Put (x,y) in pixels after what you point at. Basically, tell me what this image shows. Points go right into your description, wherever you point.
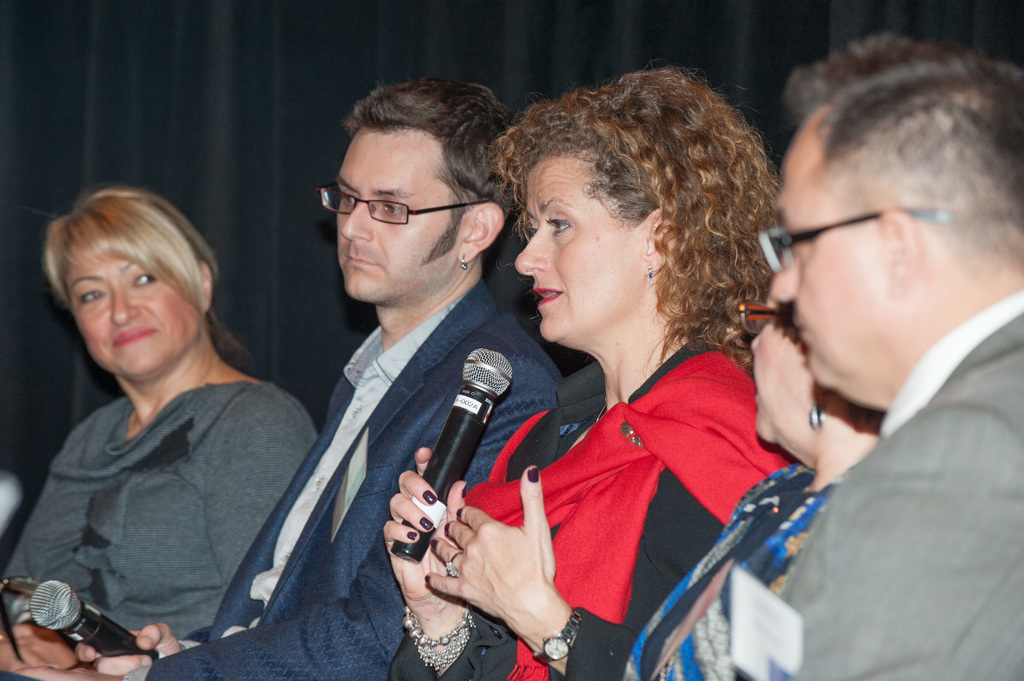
There are five persons (102,288) in different color dresses (934,475), sitting. One of them is holding a mic (487,362) and speaking. And the background (22,22) is dark in color.
